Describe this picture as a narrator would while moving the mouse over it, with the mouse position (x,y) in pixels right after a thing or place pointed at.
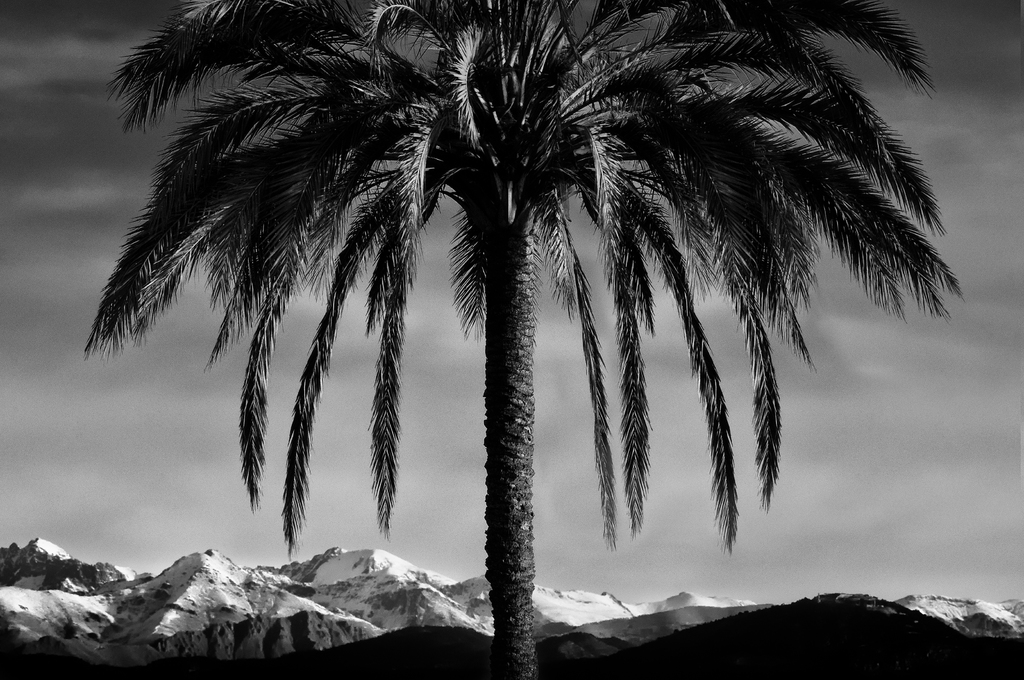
This is a black and white image. In the middle of the image (393,395) there is a tree (487,481). Behind the tree (512,529) there are hills (150,621). And in the background (923,329) there is sky (960,147).
